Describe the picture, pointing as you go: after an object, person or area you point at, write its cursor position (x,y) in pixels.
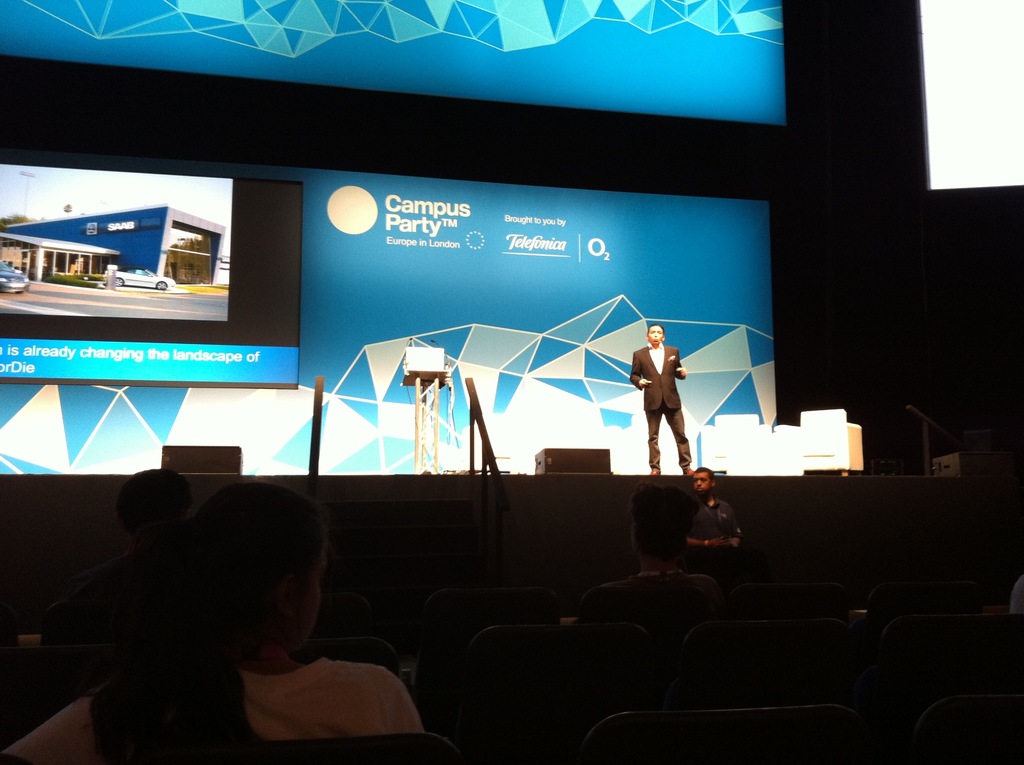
At the bottom (637,623) a few people (731,529) are sitting on the chairs (507,643), in the middle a man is standing on this stage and speaking. On the left side (235,188) there is an electronic display (170,301).
